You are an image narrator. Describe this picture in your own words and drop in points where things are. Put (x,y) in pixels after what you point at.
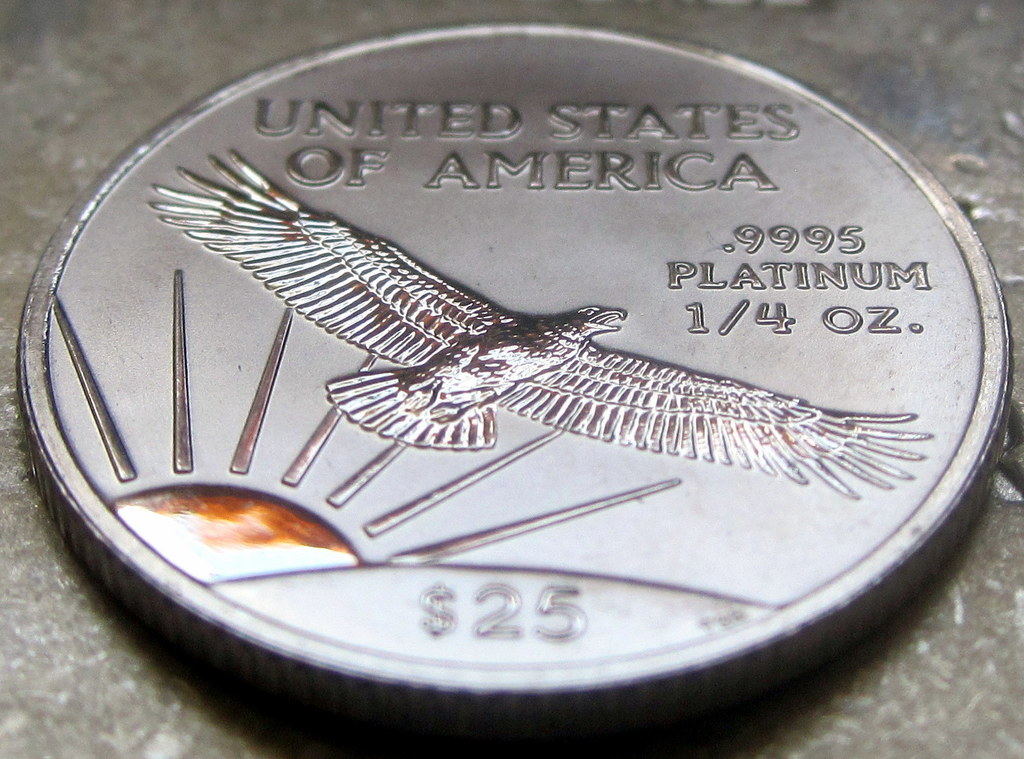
The picture consists of a currency coin (262,307), on the coin (403,278) there is text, sun (297,479) and eagle (514,373). The coin (46,288) is on a grey surface (65,665).
